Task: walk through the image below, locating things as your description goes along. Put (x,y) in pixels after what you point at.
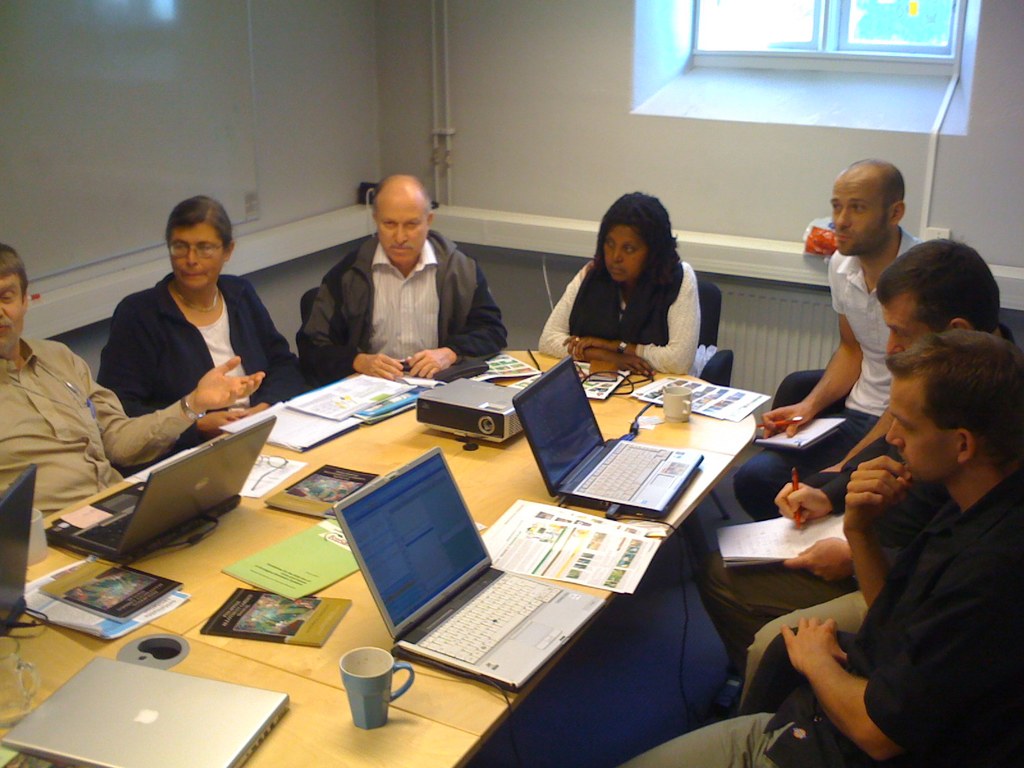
In this image we can see people (640,345) sitting on the chairs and a table (623,426) is placed in front of them. On the table (222,587) we can see laptops (412,546), books (327,543), papers (648,396), projector (517,423) and coffee mugs (399,693). In the background (331,120) there are walls (331,120) and a window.
